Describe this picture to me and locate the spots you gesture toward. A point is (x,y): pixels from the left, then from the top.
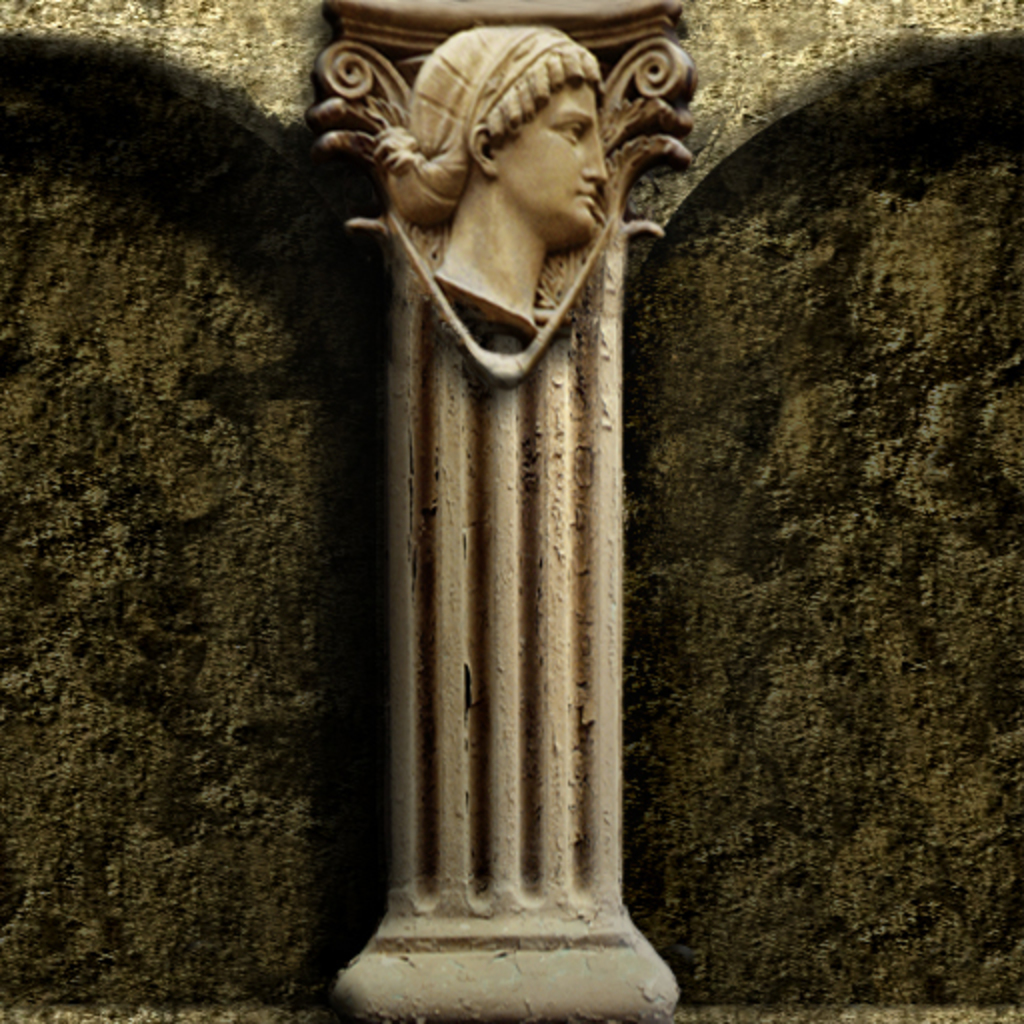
In the image we can see a pillar (520,539) and a sculpture (453,194) in the pillar (489,211).
